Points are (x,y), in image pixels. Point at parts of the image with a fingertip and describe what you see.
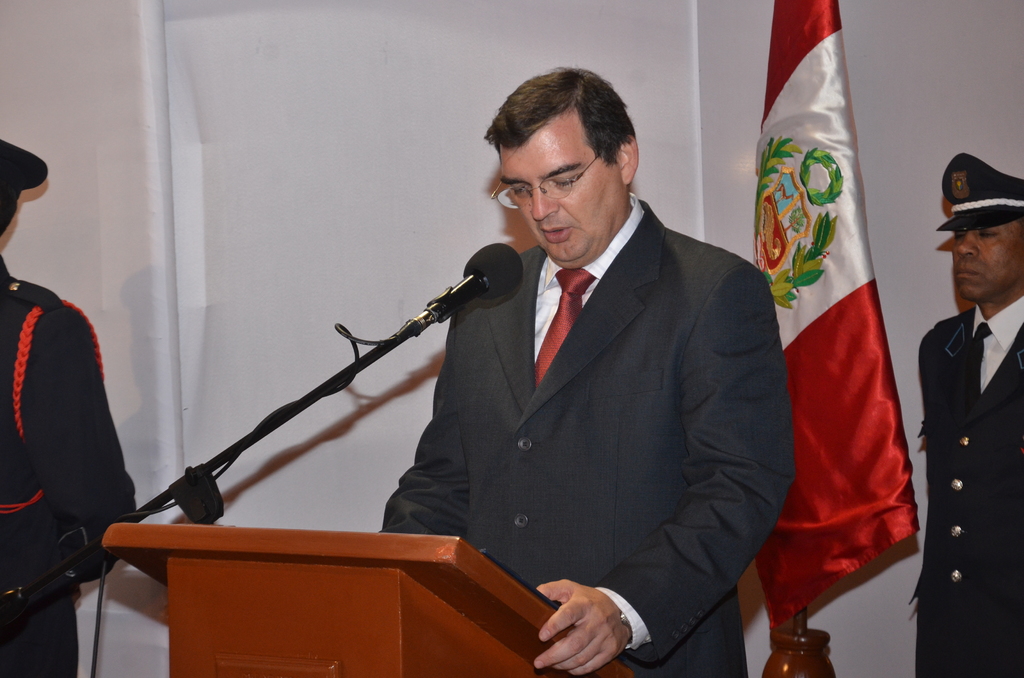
In this picture we can see a man (680,476) wearing black color suits (596,475), standing at the speech desk (456,552) and giving a speech. Behind there are two bodyguards (994,503) wearing black suit (987,445) and white and red color flag (844,247). In the background (416,433) there is a white banner (230,107).
